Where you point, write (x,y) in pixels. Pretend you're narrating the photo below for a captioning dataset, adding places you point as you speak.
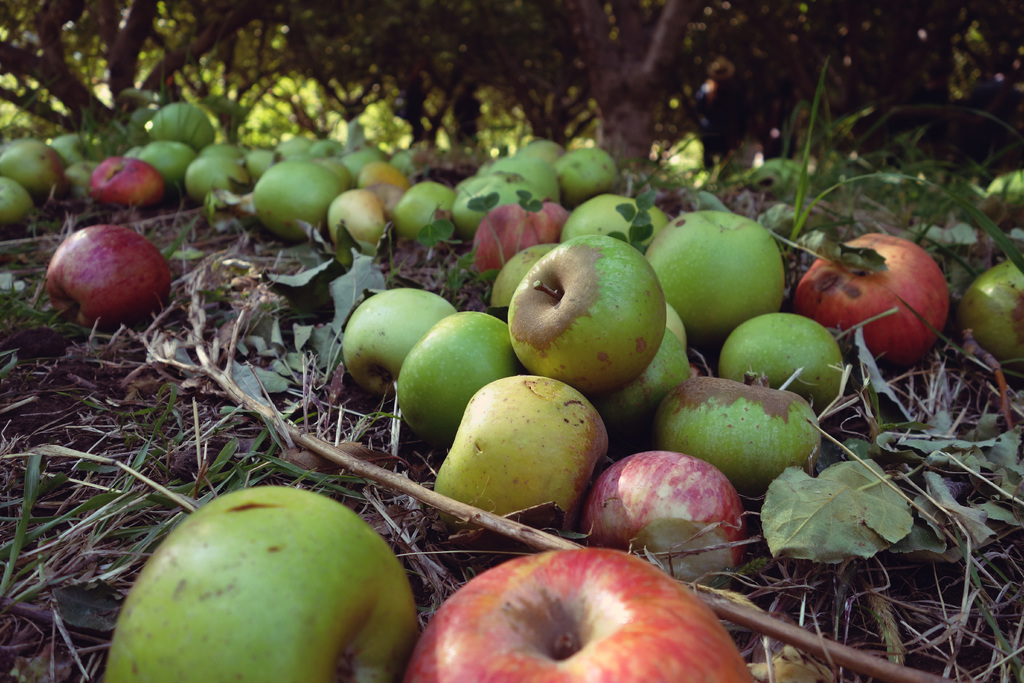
As we can see in the image there are red and green color apples (581,493). In the background (193,25) there are trees (323,26).
